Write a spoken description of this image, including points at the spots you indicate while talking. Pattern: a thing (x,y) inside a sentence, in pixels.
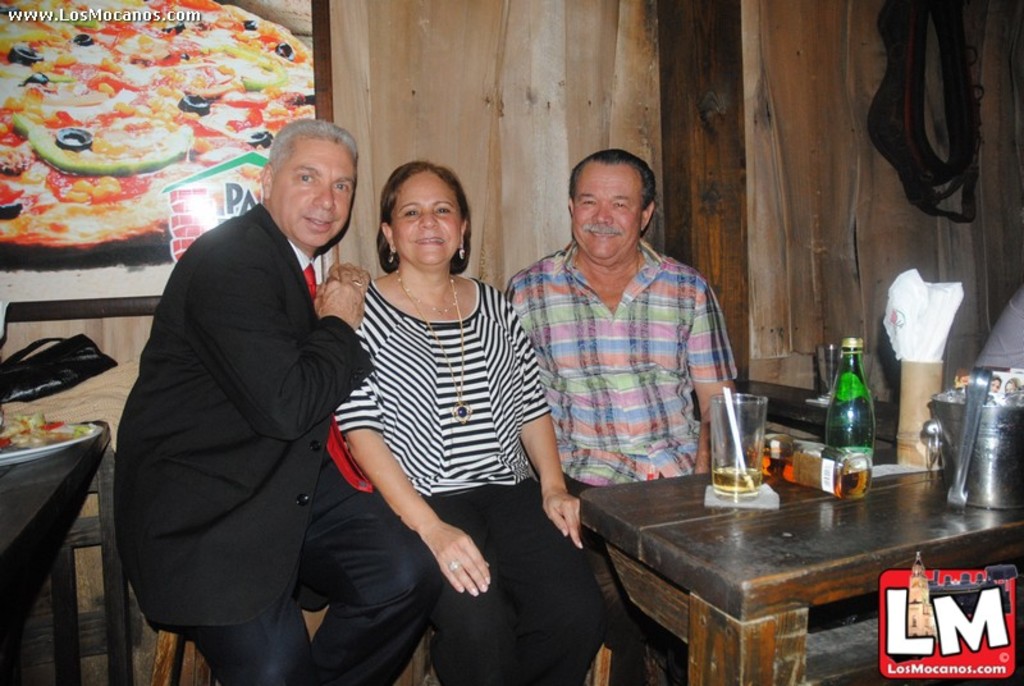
The two men's (298,344) sitting on the either side of an women (460,394) and there is a table (781,488) in front of them, Which contains two bottles (842,447) and a glass (741,462) with a drink (741,478) in it.
